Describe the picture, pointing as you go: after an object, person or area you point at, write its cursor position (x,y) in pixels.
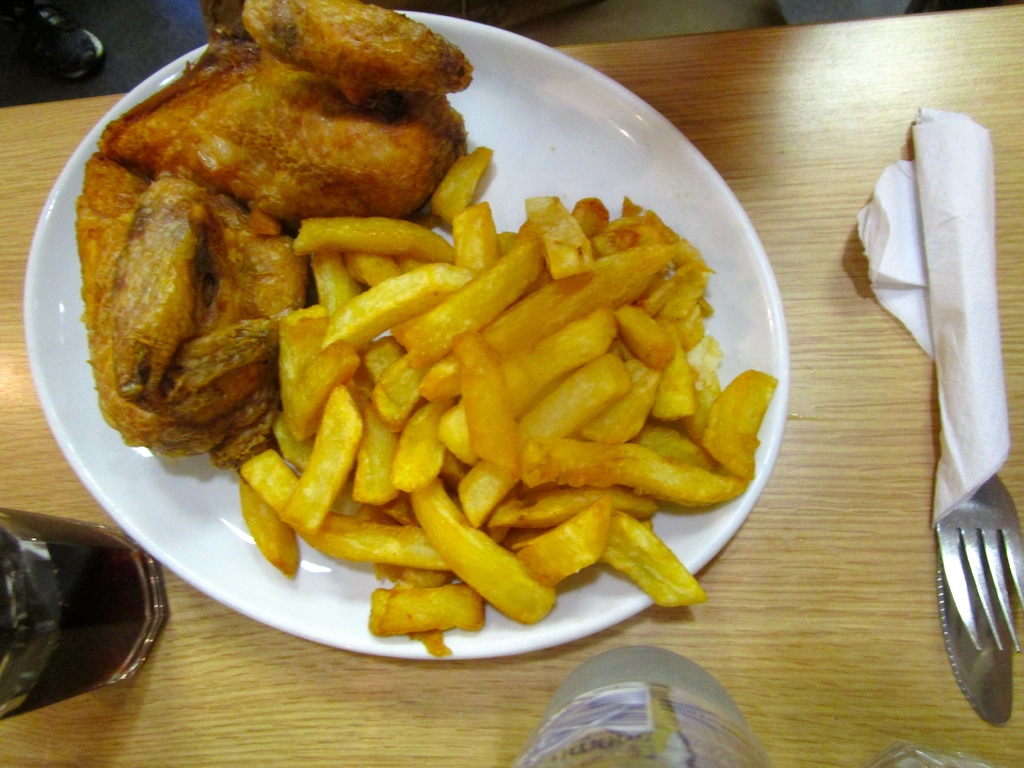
In this image we can see the food items (378,354) present in the plate (681,546) which is on the wooden table (768,542). We can also see the glass of drink (17,574), bottle (565,688) and also the fork (945,535) with a tissue (948,277).
